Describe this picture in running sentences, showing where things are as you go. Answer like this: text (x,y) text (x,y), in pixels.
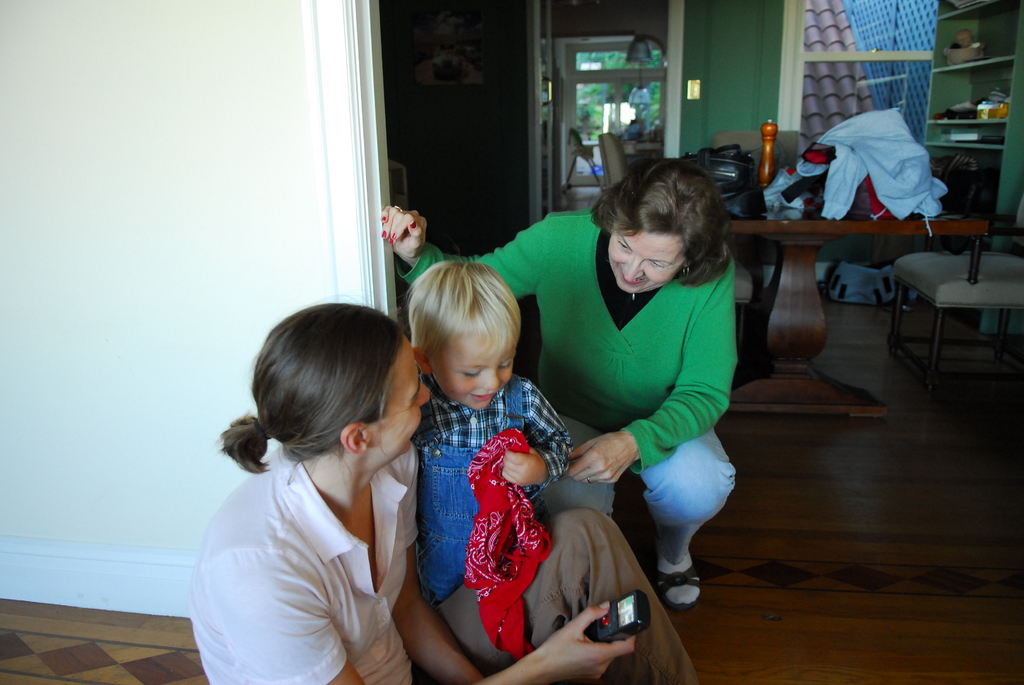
In this image I can see three people (461,497) with different color dresses (562,369). To the left (183,518) I can see the wall (176,200). In the background (741,197) I can see the bag (744,212), clothes (871,160) and some objects (808,183) on the table (751,232). To the right (951,269) I can see the chair (951,269). I can also see the shelf (946,102), few more objects (634,120) and the window (597,101). Through the window (592,110) I can see the trees (581,106).
